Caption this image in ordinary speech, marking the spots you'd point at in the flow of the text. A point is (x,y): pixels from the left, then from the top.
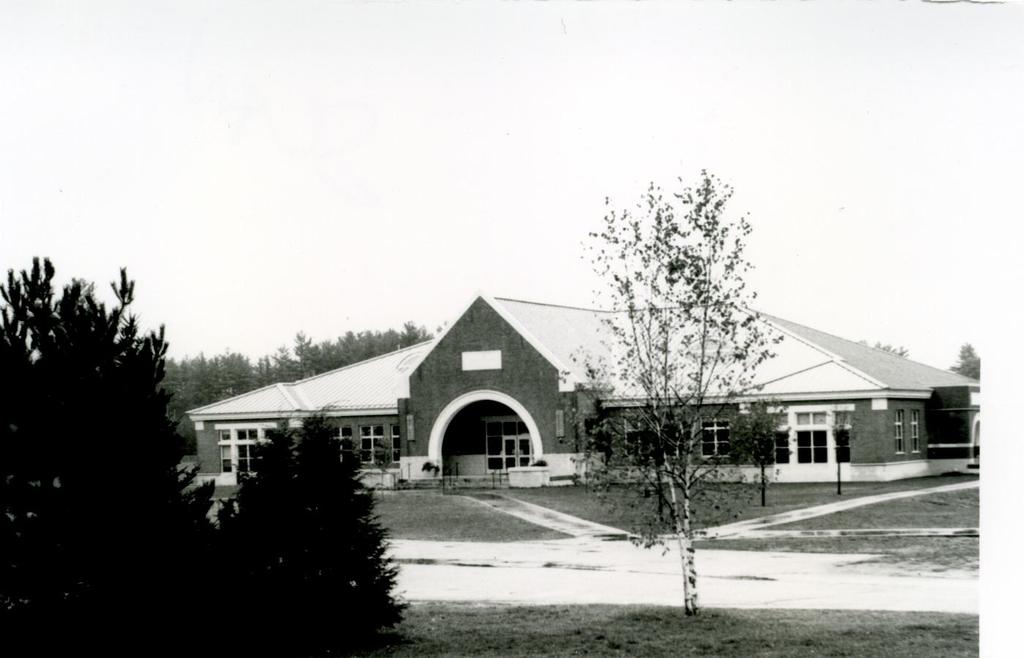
In this picture I can see there is a building (576,354), it has windows (494,454) and doors (506,452). There are few trees (237,494) at left (194,562) and there is grass (901,541) on the floor (591,547) and the sky (439,109) is clear.
